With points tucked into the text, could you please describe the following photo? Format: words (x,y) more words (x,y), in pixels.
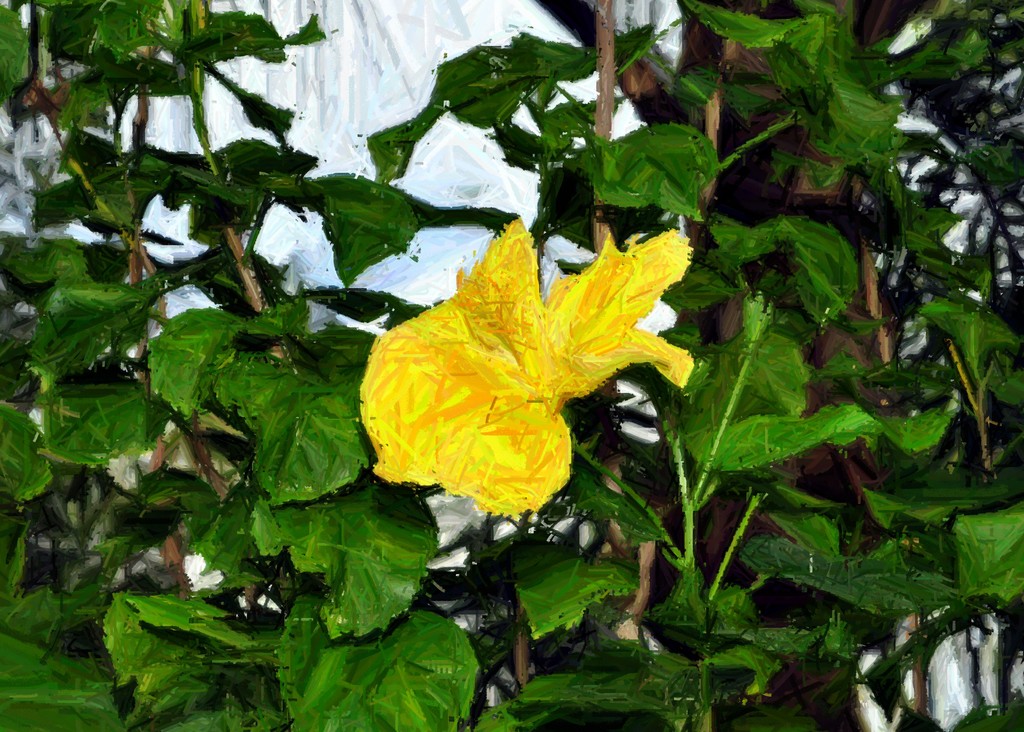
In this picture we can see the printed image. In front (323,452) we can see yellow color flower (380,432) and green leafs (215,524).
